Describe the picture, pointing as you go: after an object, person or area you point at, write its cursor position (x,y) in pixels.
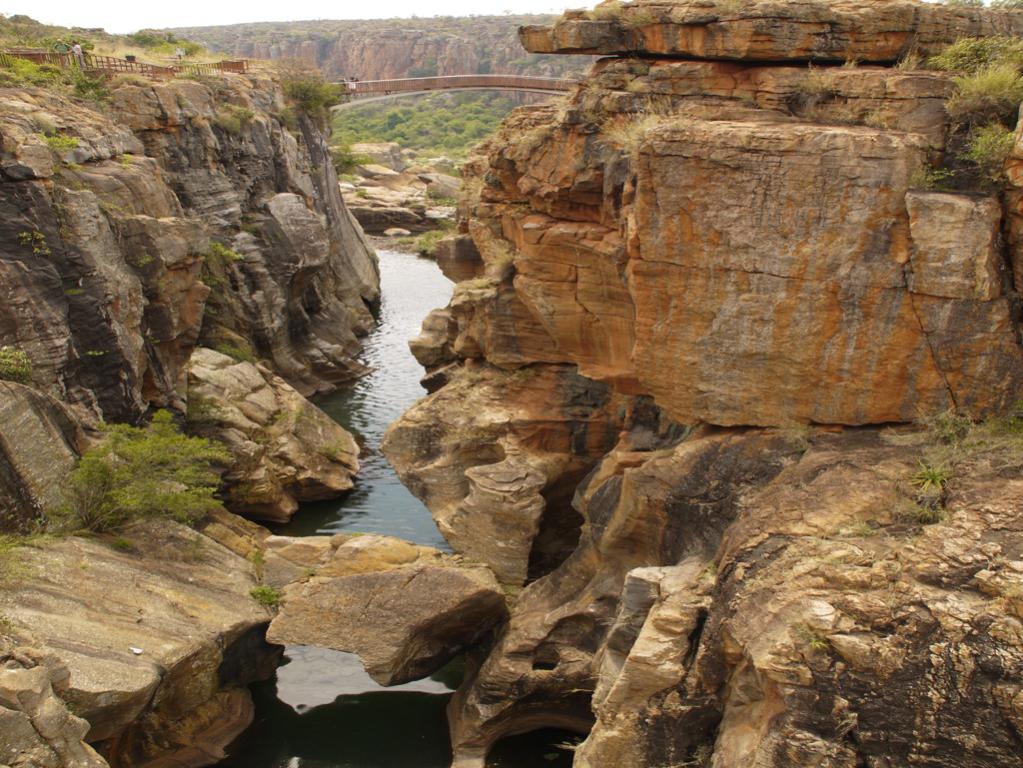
In this picture we can see hills (419,71), on the left side (174,504) there is a plant (156,501), we can see water (352,713) at the bottom (397,713), it looks like a bridge (454,82) in the middle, in the background (449,108) there are some plants (461,128), we can see the sky (204,11) at the top of the picture (214,15).
